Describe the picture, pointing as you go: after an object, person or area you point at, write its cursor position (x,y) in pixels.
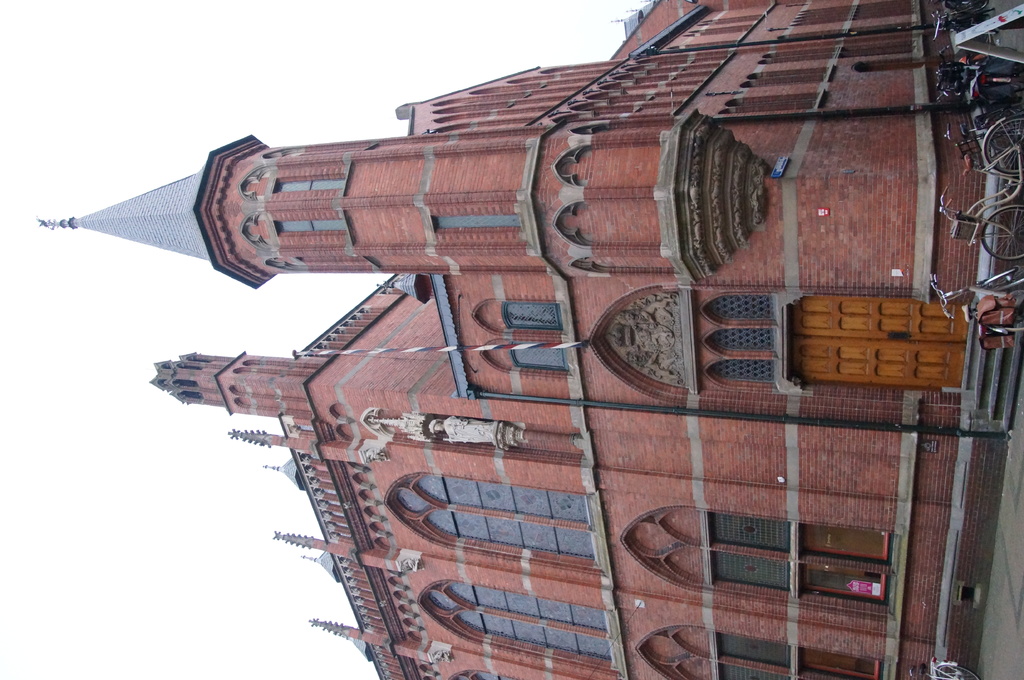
This picture is clicked outside the city. In this picture, we see a building (509,435) in red color. We even see doors (892,365) and windows (767,337) of that building (727,503). On the right corner of the picture (1009,169), we see bicycles (975,147) parked on the road (1021,391). Beside that, we see a staircase (974,397). On the left side of the picture (180,426), we see the sky (143,499).
